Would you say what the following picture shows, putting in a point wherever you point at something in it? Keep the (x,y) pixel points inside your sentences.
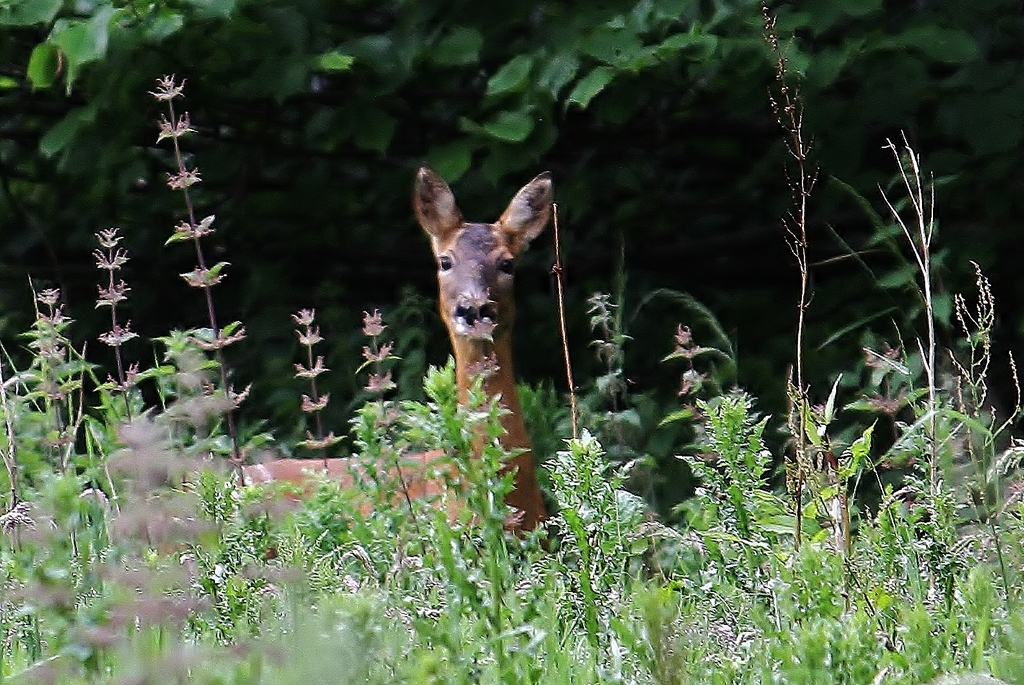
In this picture we can see a deer (458,260). There are a few plants (536,423) and trees (619,64) in the background (716,88).
